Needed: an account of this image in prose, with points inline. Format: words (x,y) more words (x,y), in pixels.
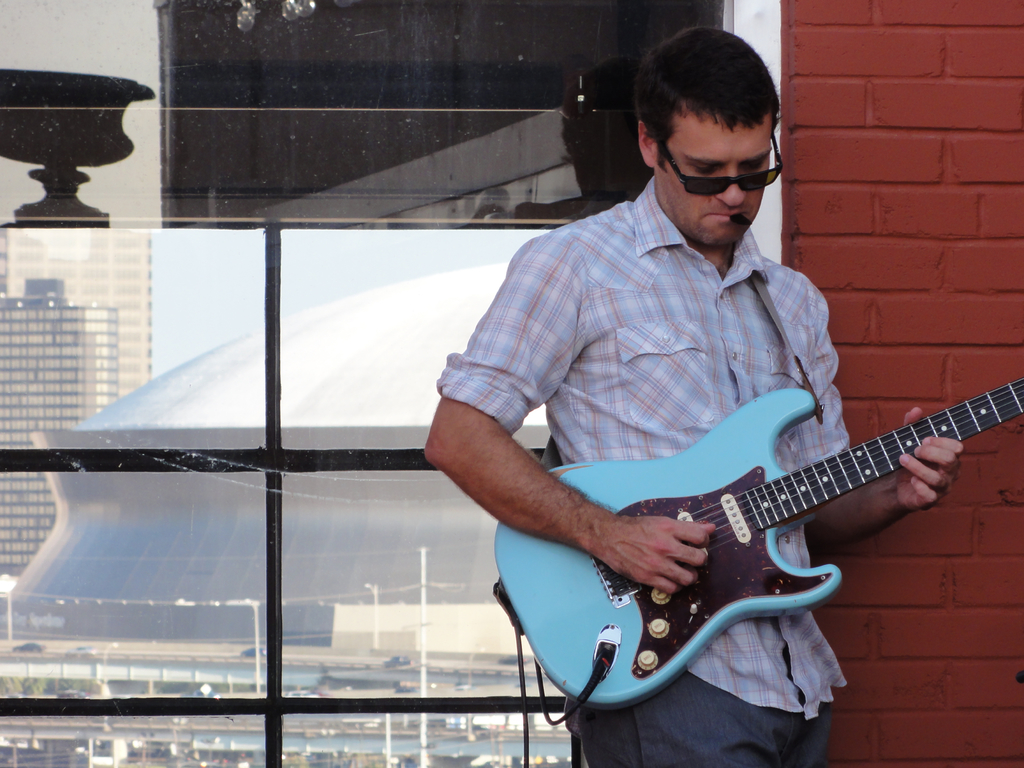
On the right side of the image (701,736) there is a man (669,394) standing and playing a guitar (649,606). In the background (389,232) there is a building (136,371), a glass (255,284) and a brick wall (904,388).
